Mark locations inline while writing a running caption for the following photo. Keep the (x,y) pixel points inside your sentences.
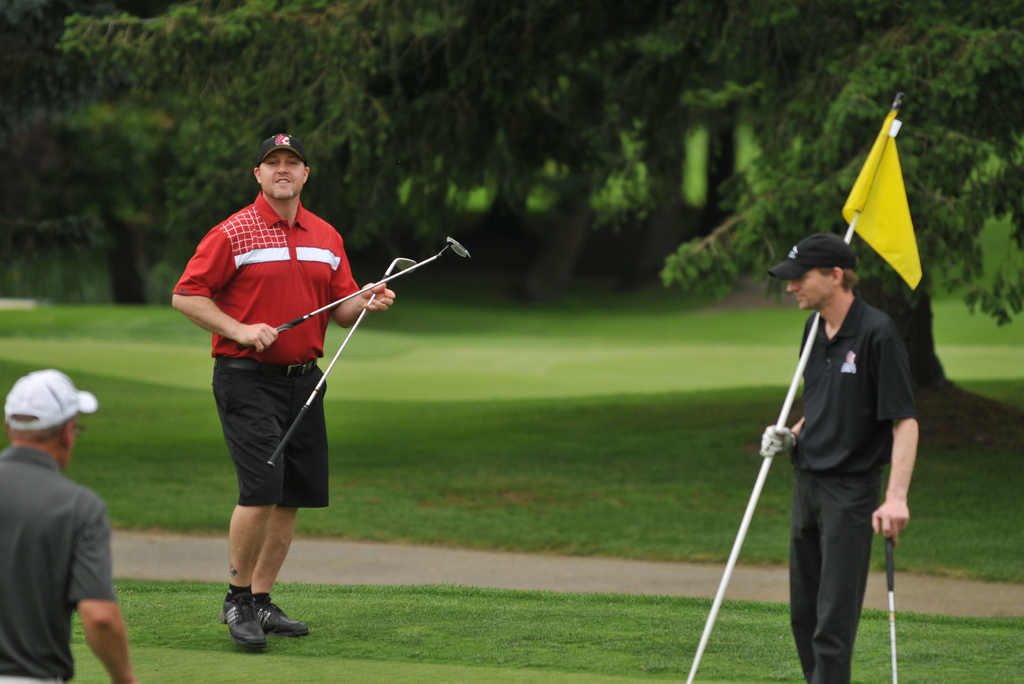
In this image there are persons (802,525) standing and holding stick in their hands (244,337). In the background (534,121) there are plants (554,121) and there is grass (527,361) on the ground (527,361) and on the right side (895,391) there is a person (842,455) standing and holding a flag (883,200) in his hand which is yellow in colour.
